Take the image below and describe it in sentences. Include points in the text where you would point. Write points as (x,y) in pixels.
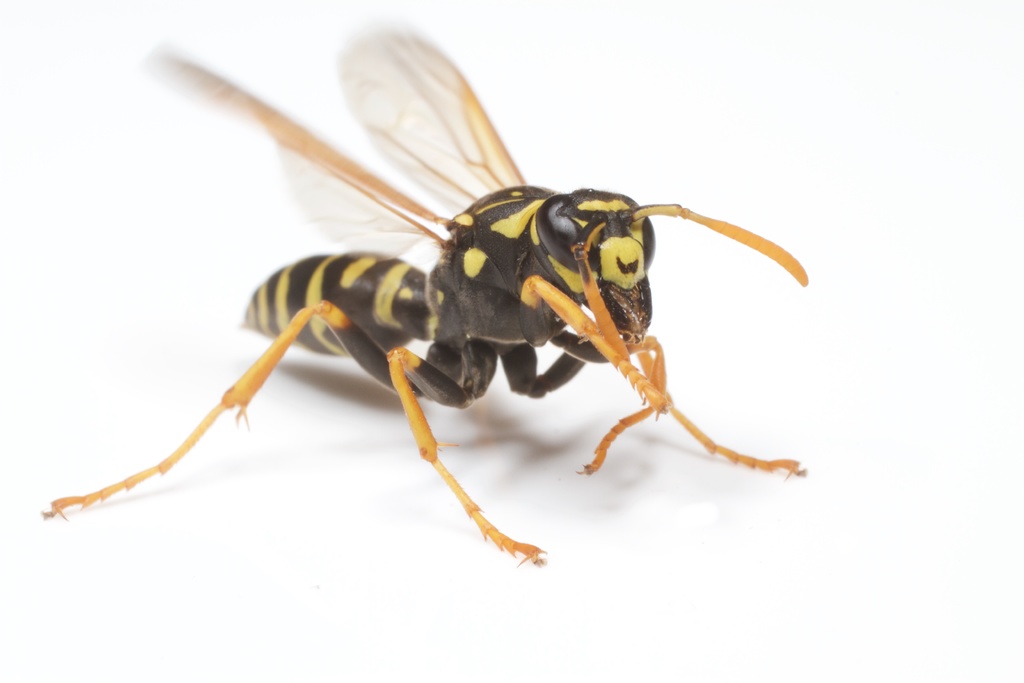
In this image I can see a paper wasp (513,365) on a white surface (775,225).
